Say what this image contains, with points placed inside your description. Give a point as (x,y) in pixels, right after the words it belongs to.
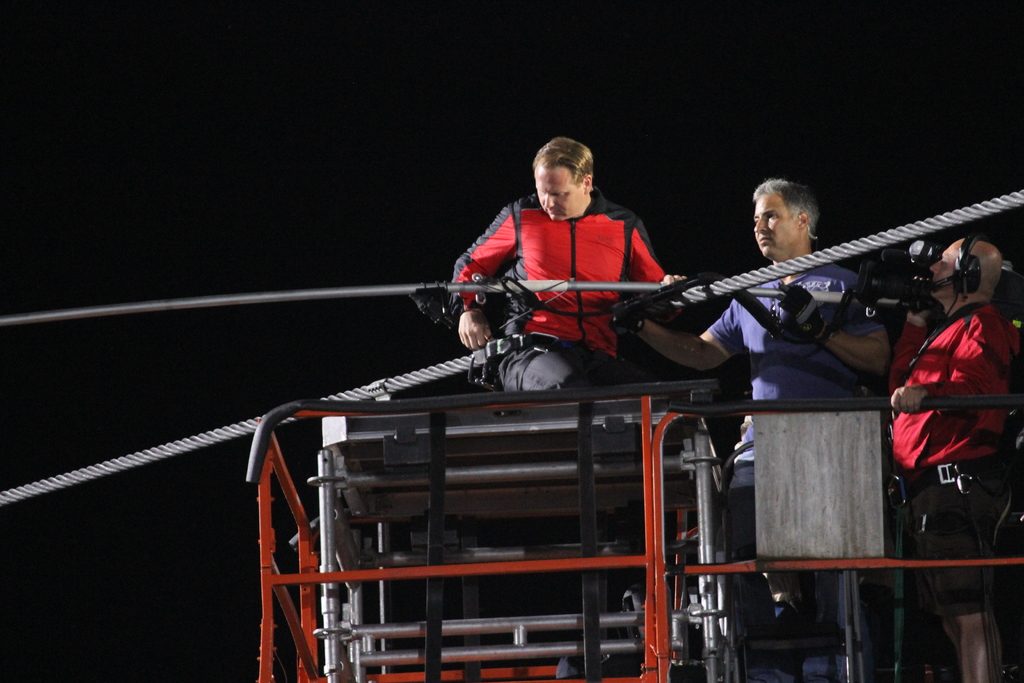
On the right (964,335) there are two persons (960,351) standing on a metal object (490,554) and among them a man (964,335) is holding a camera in his hand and there is a person (570,268) in squat position on a platform (564,418) and we can see a rope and poles (196,306).
